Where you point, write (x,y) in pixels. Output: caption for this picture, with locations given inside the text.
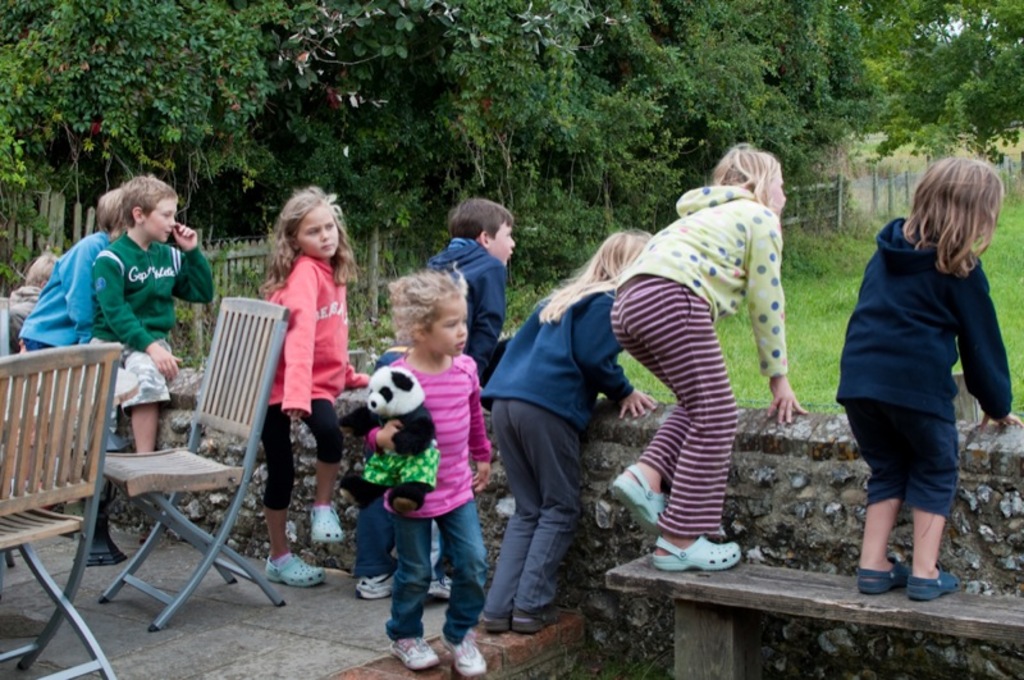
In this image, there are a few people (670,474). We can see some chairs (29,416) and the wall (494,490). We can see some grass (800,331) and the ground (179,544) with some objects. There are a few trees (590,144) and plants (570,217). We can see the fence (886,186) and a bench (682,608).
